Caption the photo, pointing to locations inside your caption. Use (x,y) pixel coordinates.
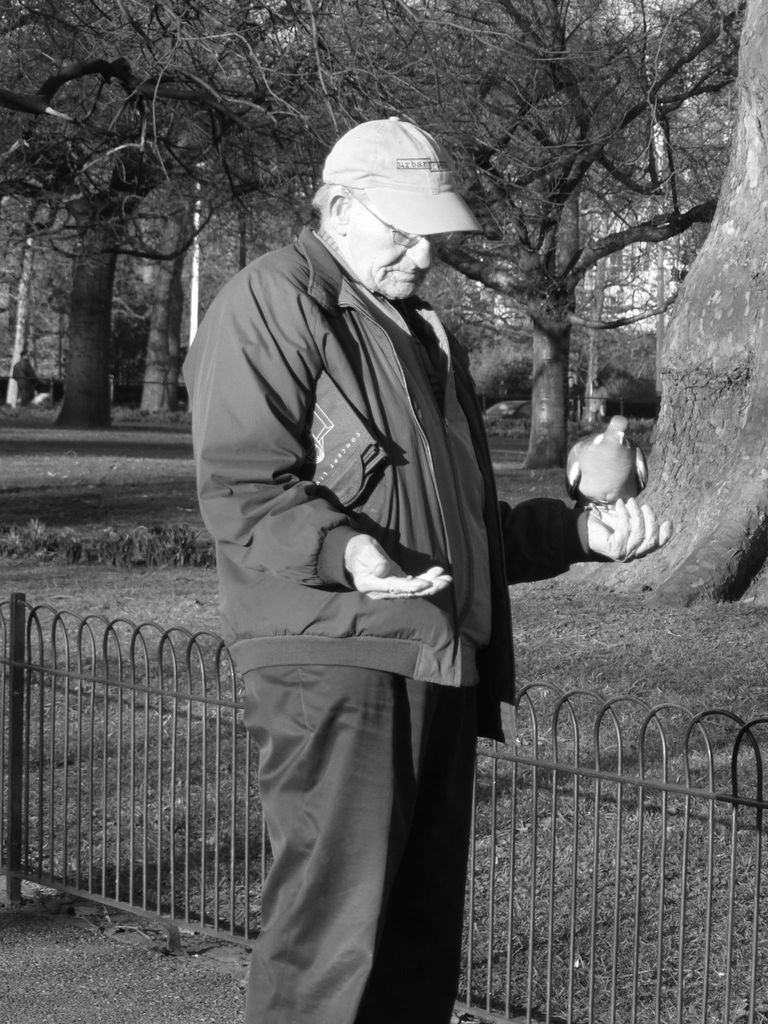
In this picture I can see a man (291,503) standing and a bird (582,446) on his hand (613,510) and he is wearing a cap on his head (396,185) and I can see metal fence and trees (314,19) in the back (394,112).
